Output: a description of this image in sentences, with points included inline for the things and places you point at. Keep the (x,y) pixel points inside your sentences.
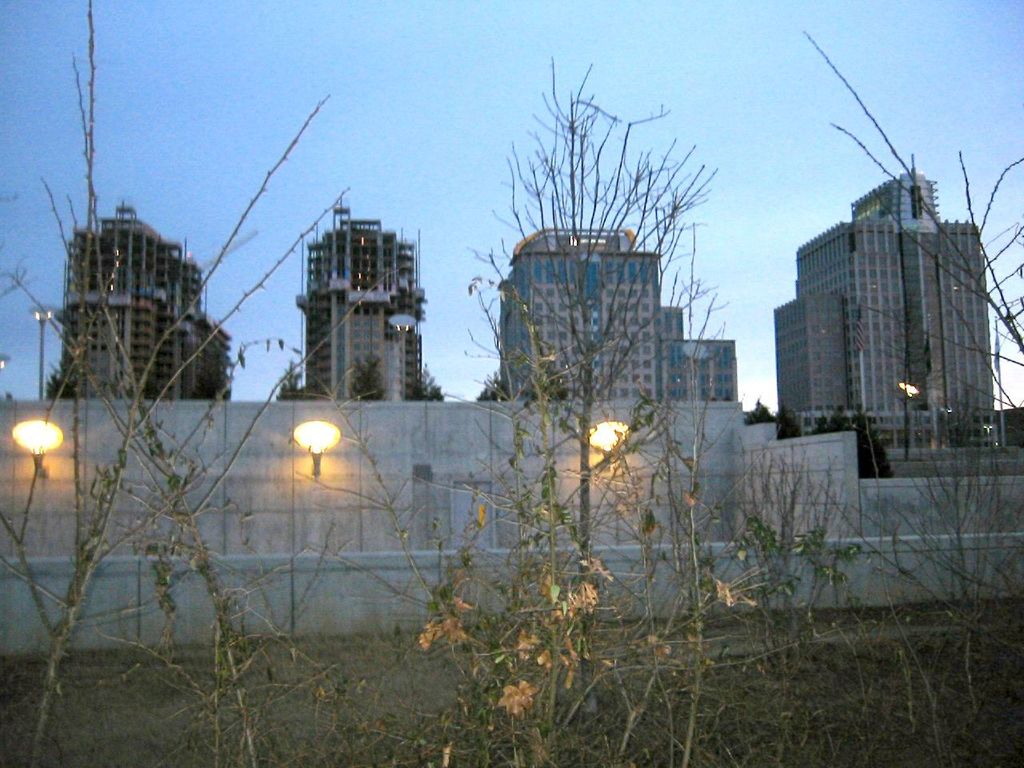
In this picture we can see plants (476,637), lights (316,443), trees (765,418), buildings (854,399), wall (567,490) and in the background (441,147) we can see the sky (405,137).
